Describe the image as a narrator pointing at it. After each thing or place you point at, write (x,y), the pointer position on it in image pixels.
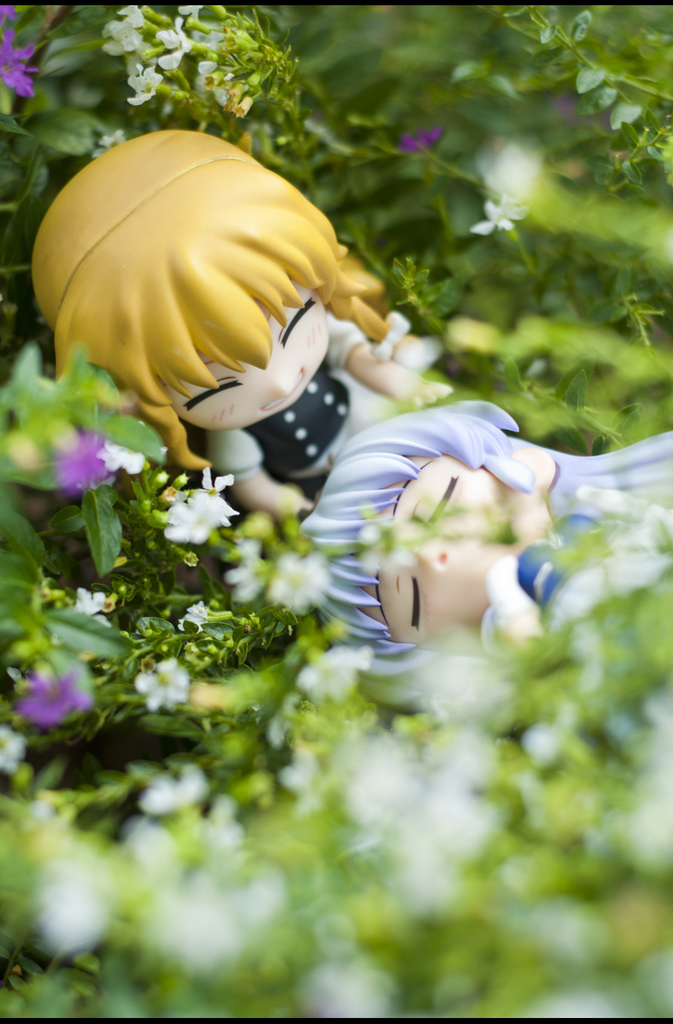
In the picture we can see toys (195,239), flowers (203,501), and plants (376,191).
